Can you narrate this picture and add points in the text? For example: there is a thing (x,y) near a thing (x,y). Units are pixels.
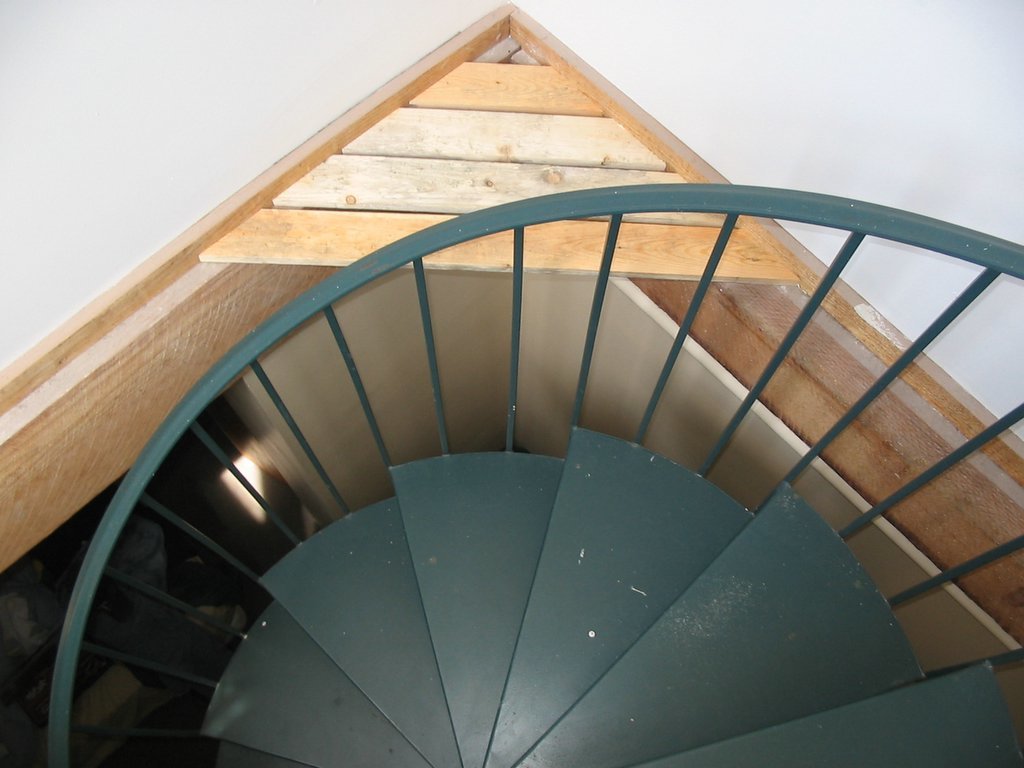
In this image we can see stairs (764,620), railing (177,676) and in the background (206,524) it looks like a room (182,633) with few objects (123,640).
